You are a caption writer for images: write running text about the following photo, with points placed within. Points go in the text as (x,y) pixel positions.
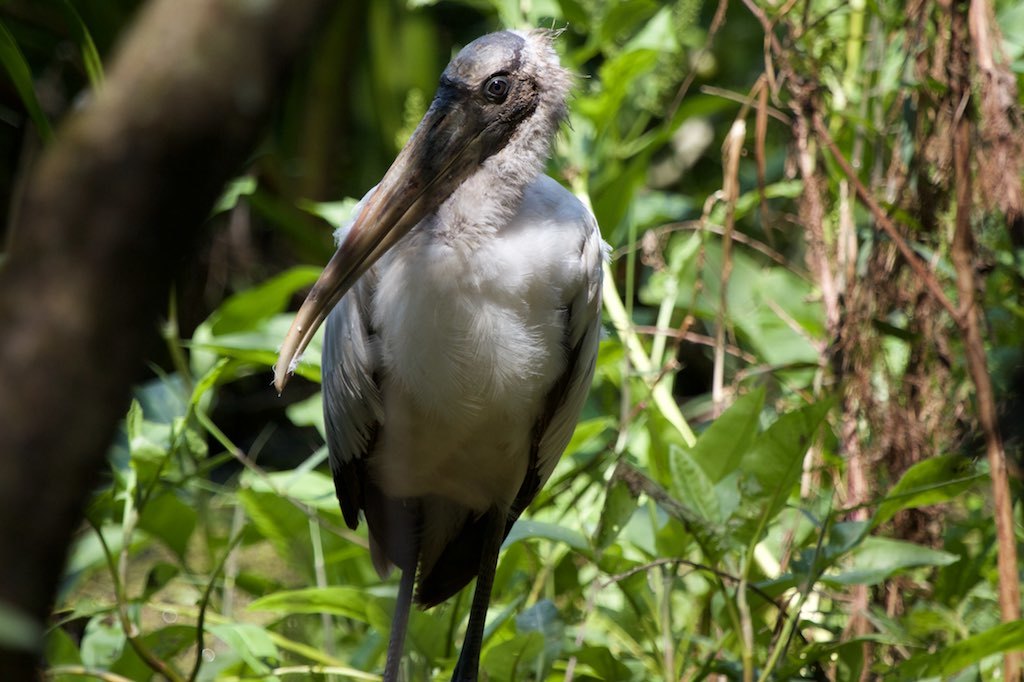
This picture is clicked outside. In the center (494,367) there is a white color bird (510,317) standing and we can see the green color leaves (836,537) and dry stems (988,172). In the background (299,415) we can see the plants (596,76).
